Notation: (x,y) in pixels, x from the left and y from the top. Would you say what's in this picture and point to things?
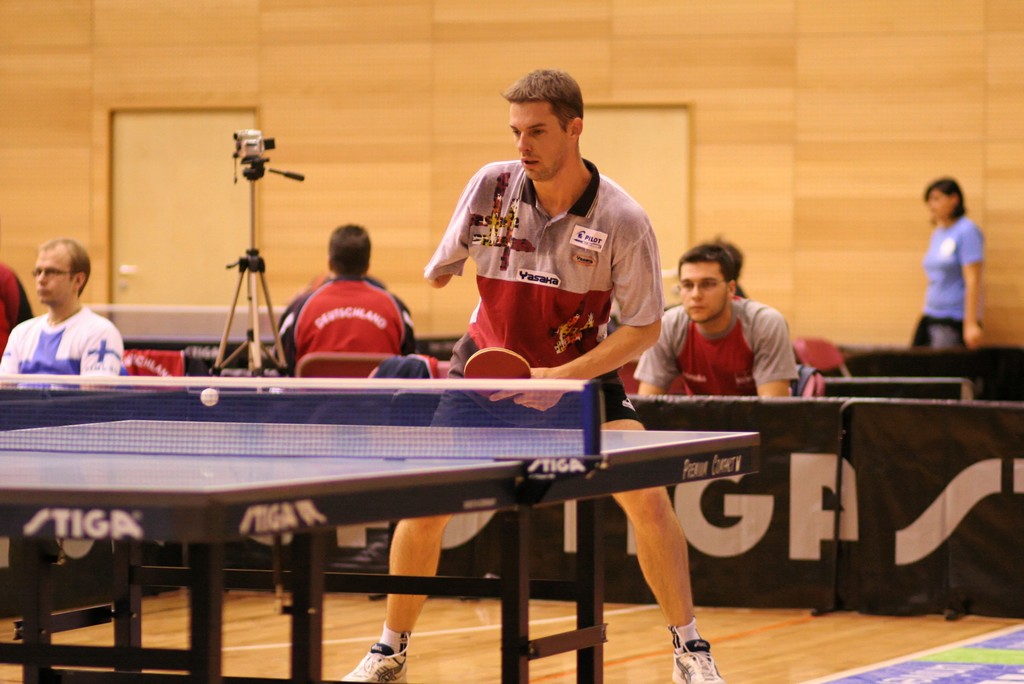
This picture is of inside. In the center (532,279) there is a man (605,193) standing and playing table tennis and there is a table-tennis table (303,493). On the left corner (61,319) there is a man (53,309) wearing white color t-shirt (99,334) and sitting on the chair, beside him we can see a camera (251,133) attached to the stand (259,168) and a person (294,302) sitting on the chair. On the right (775,312) we can see the person (704,311) sitting on the chair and in the background (730,60) there is a door (198,207), a wall (271,30) and a woman (940,241) wearing blue color t-shirt (958,267) seems to be standing.
